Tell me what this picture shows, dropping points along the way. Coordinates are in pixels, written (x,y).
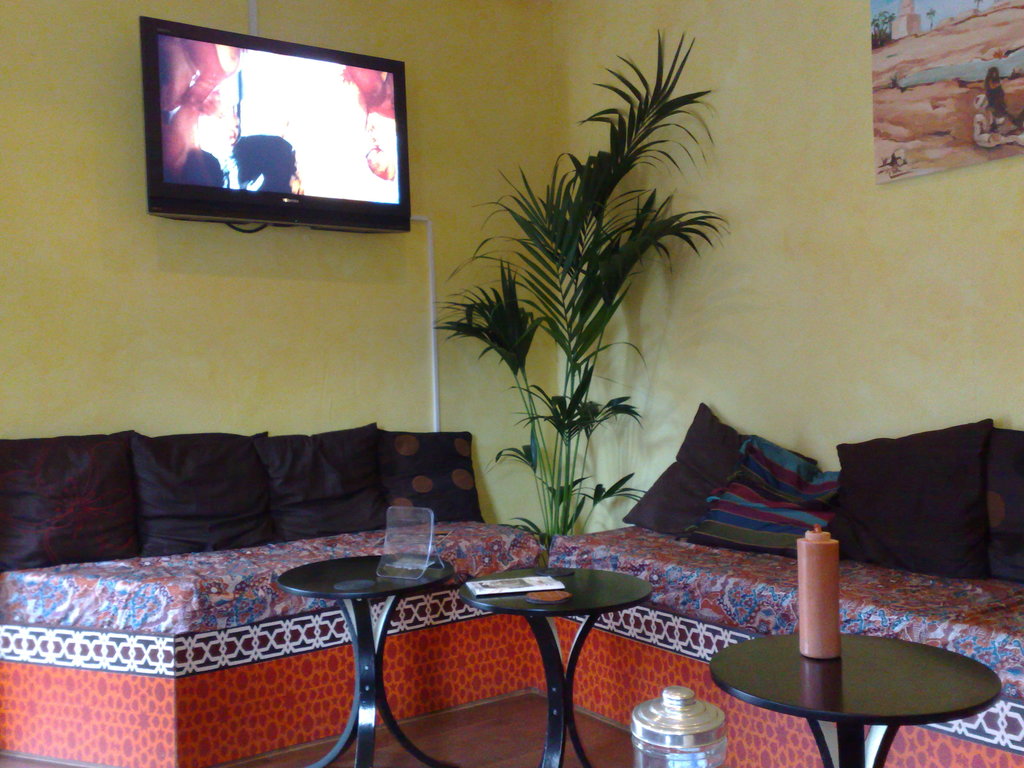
There is a television (250,137) which is attached to the yellow wall (214,237) and there are sofas (577,559) and tables (560,606) in front of it.
